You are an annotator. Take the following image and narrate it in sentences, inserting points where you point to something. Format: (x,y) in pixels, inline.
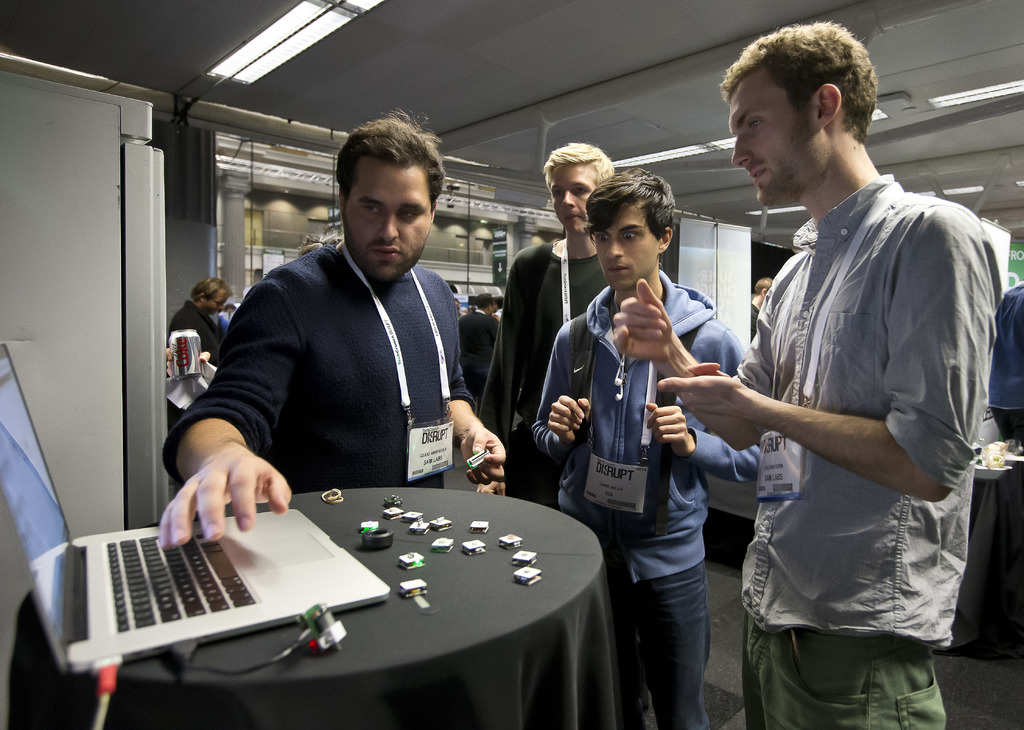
In this image I can see few men (374,190) are standing and I can see all of them are wearing ID cards (450,462). Here I can see a table (360,658) and on it I can see a laptop (265,617), a black colour table cloth (394,619) and few stuffs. In the background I can see number of lights (244,67) and here I can see something is written.
